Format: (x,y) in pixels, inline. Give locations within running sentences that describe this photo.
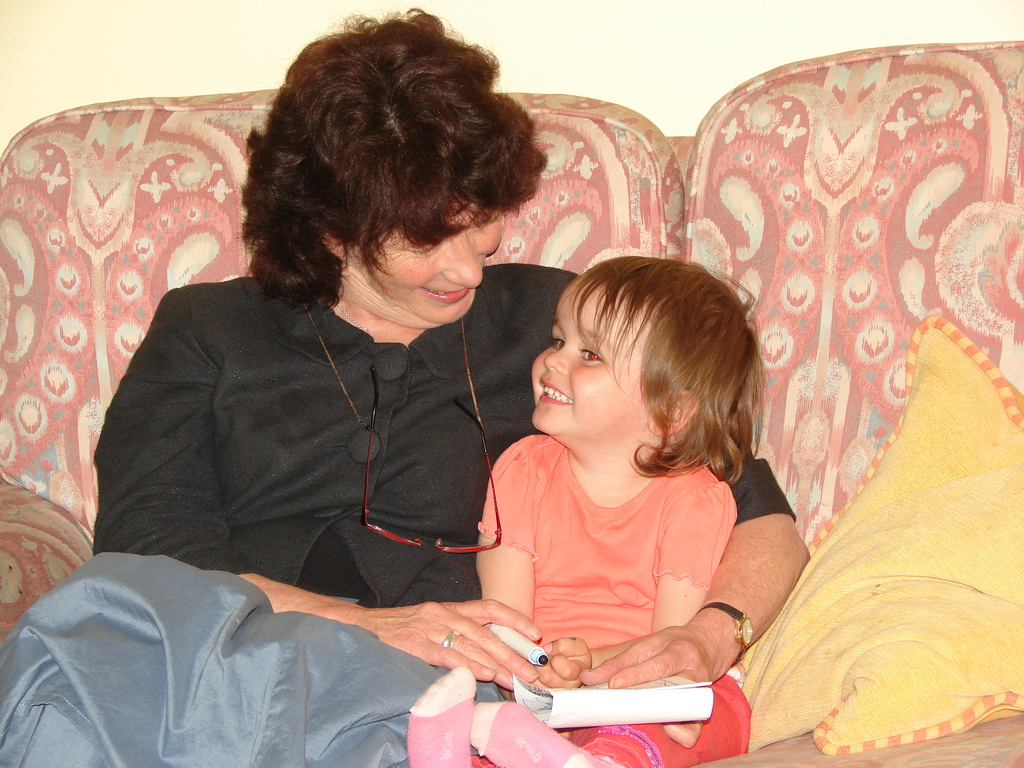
2 people (614,393) are sitting on the sofa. The person (417,330) at the left (315,340) is wearing a black dress (348,517). The person (596,755) at the right (685,688) is holding a book (626,715). There is a yellow cushion (947,415) at the right (912,594).
